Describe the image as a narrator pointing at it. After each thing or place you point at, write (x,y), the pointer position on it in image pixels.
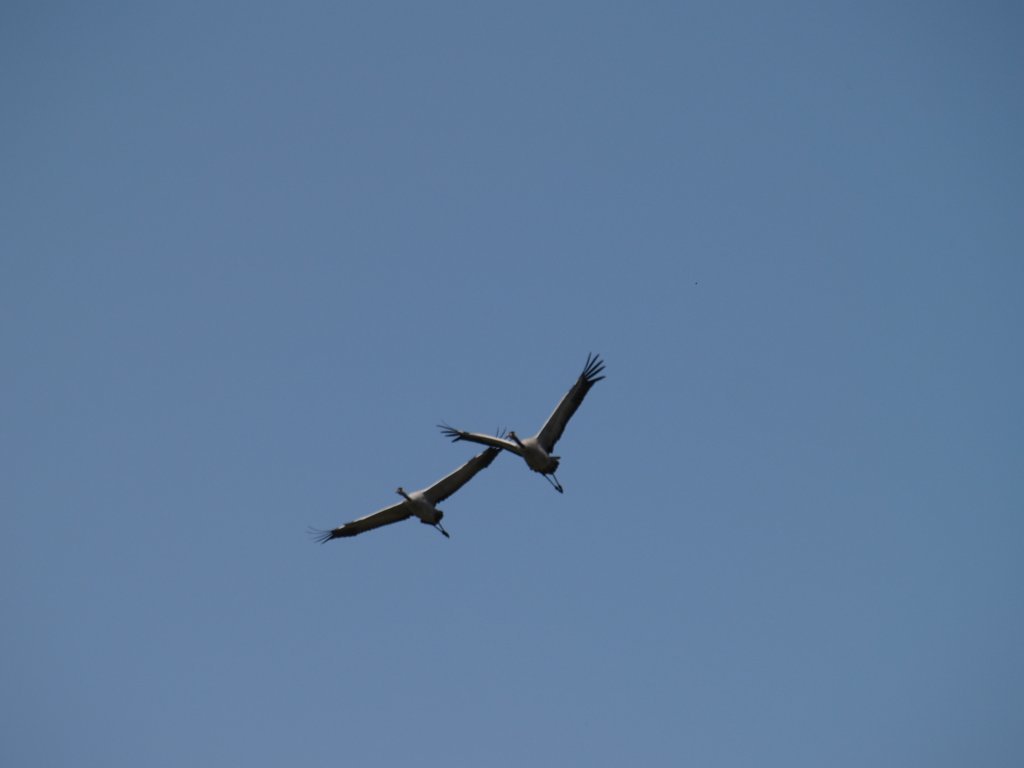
In this image we can see two birds (591,377) are flying. In the background (813,235), we can see the sky (619,643).
